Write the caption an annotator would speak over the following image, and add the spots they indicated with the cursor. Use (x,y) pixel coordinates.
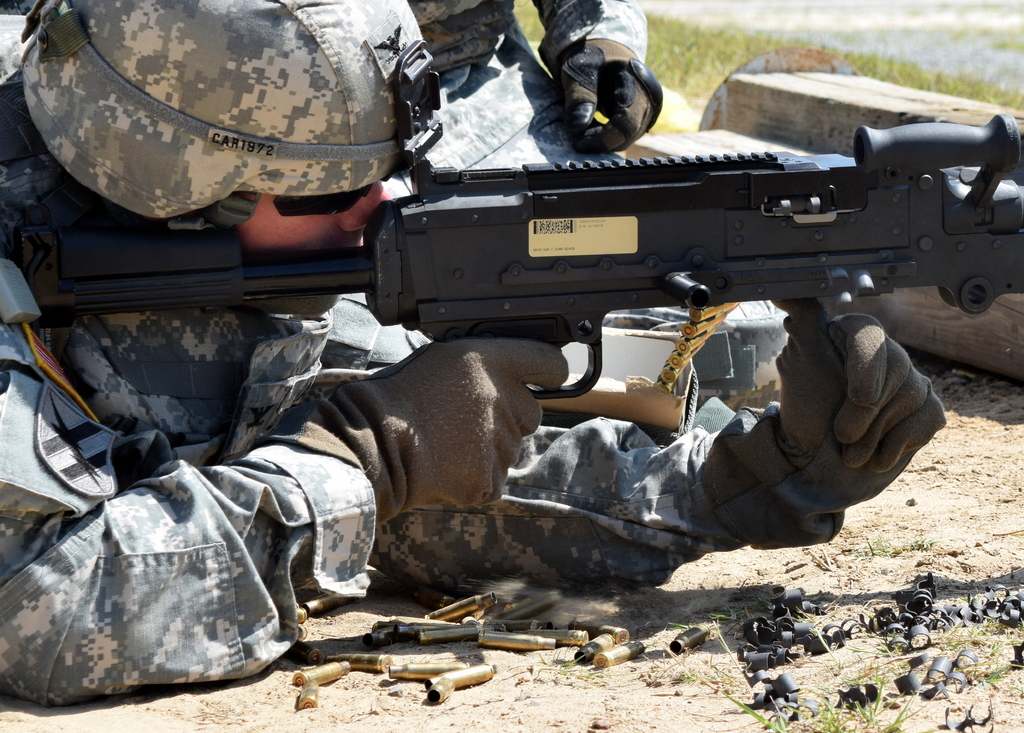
On the left side (265,95), there is a person (226,162) in gray color dress (25,634) laying on the ground (512,588) and holding a black color gun (705,209) near bullets (592,639). These are on the ground (663,680). In the background (567,95), there is a person (580,113) kneeling down on the ground (524,2) near woods (823,133) and there's grass (921,72) on the ground (731,66).
